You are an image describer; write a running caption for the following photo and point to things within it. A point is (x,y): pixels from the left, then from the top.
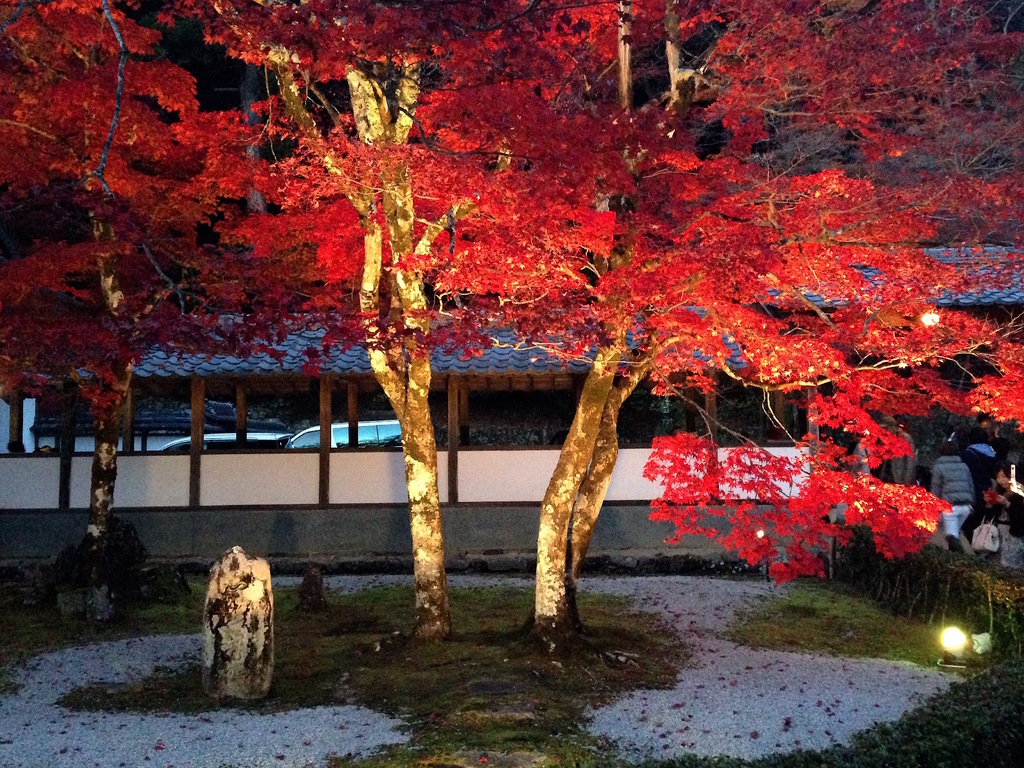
We can see grass (598,760), trees (400,32) and lights (931,319). In the background (273,383) we can see people (892,421), shed (278,377), wall (524,482) and vehicles (151,425).
